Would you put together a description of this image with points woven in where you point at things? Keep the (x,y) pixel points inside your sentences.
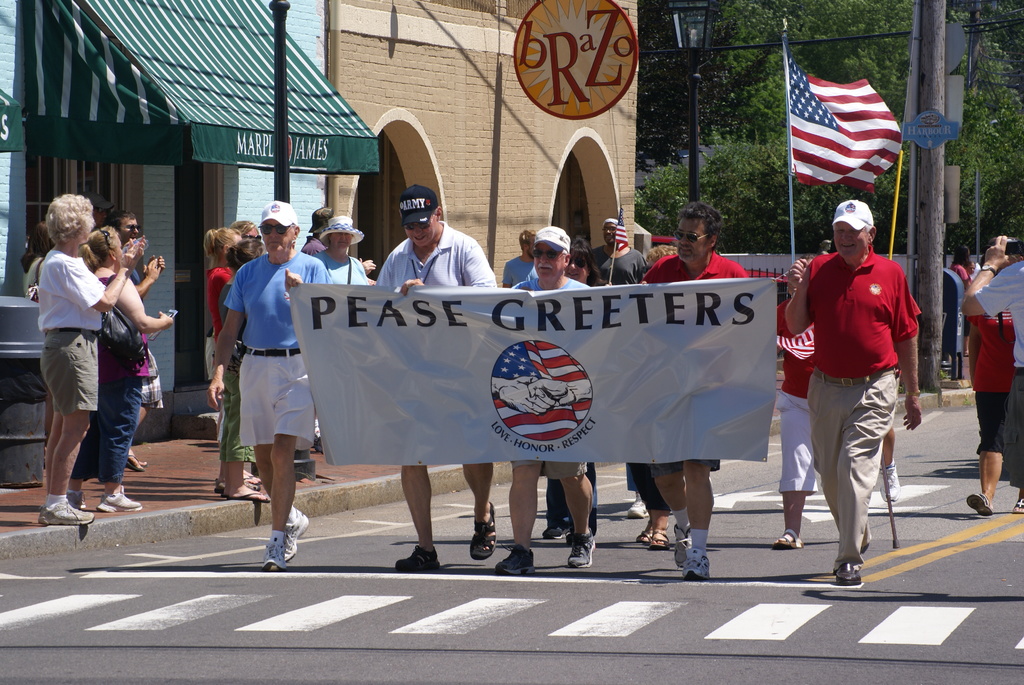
In the picture we can see some people (265,431) are walking on the road (73,647) holding a banner (487,393), on it we can see pease greeters with a symbol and behind them, we can see one person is walking with a flag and in the background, we can see some poles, trees (830,200) and beside them we can see a building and some shop (33,125) and near it we can see some people (77,354) are standing on the path (20,539) and capturing pictures.
